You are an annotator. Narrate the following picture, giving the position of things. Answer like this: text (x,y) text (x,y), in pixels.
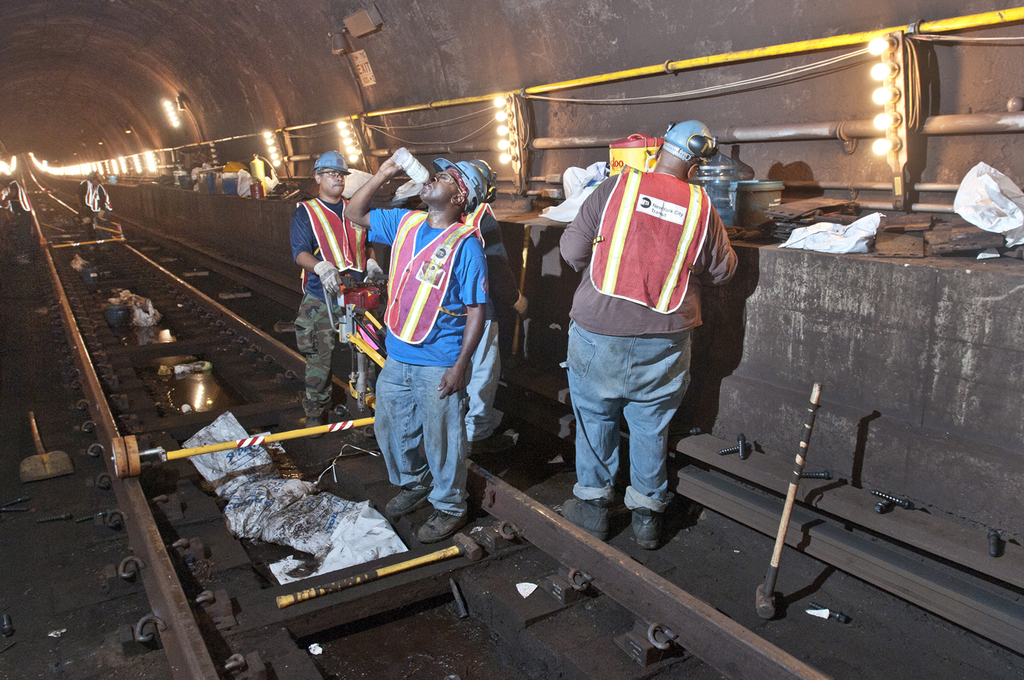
In this image I can see in the middle (443,295) a man (485,273) is drinking through the bottle (414,180), he wore blue color t-shirt (465,298). On the right side (684,280) there are few people (496,274), workers (588,331). In the middle (532,438) there is a railway track (362,478), there are lights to the wall (950,43).
